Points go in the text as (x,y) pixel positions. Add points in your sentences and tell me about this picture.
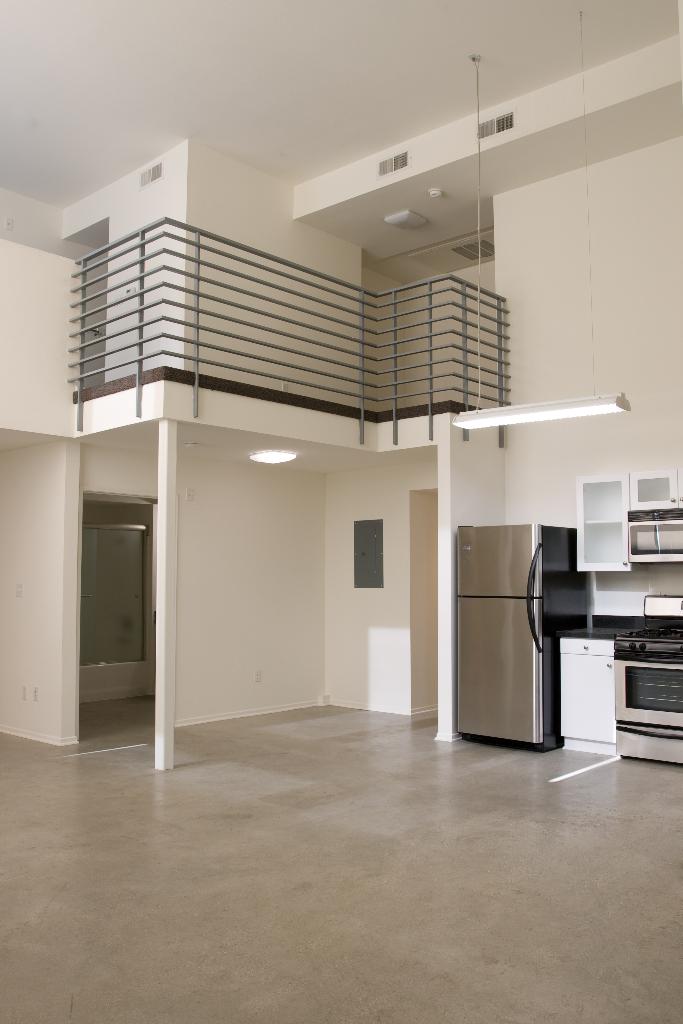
This picture describes about inside view of a building (169,587), in this we can see a refrigerator (535,667), oven (620,702), few lights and metal rods (336,322).
